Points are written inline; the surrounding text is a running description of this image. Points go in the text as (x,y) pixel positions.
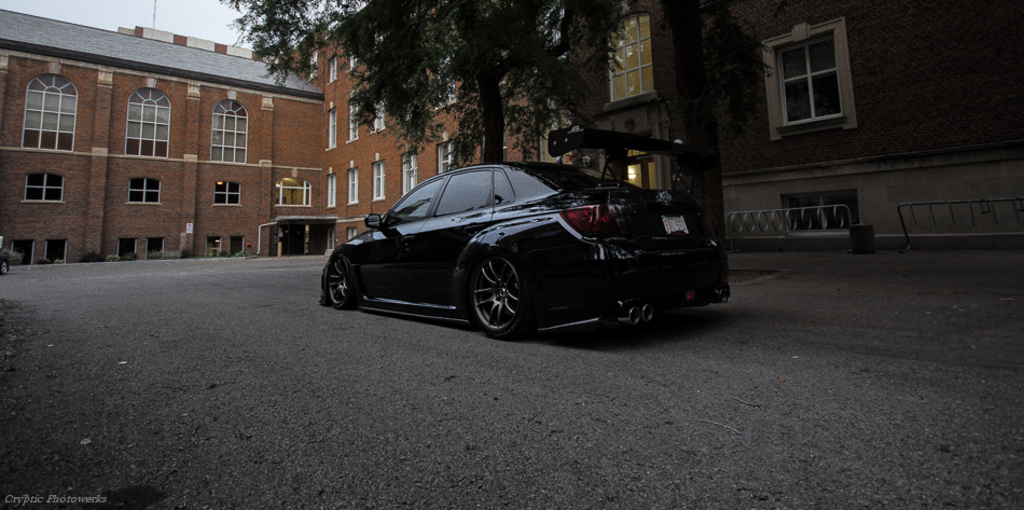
In this image we can see motor vehicle (608,280) on the road (263,326), buildings (362,159), iron grills (748,219), bins (858,230), electric lights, windows (163,138), trees (409,78) and sky (125,16).
